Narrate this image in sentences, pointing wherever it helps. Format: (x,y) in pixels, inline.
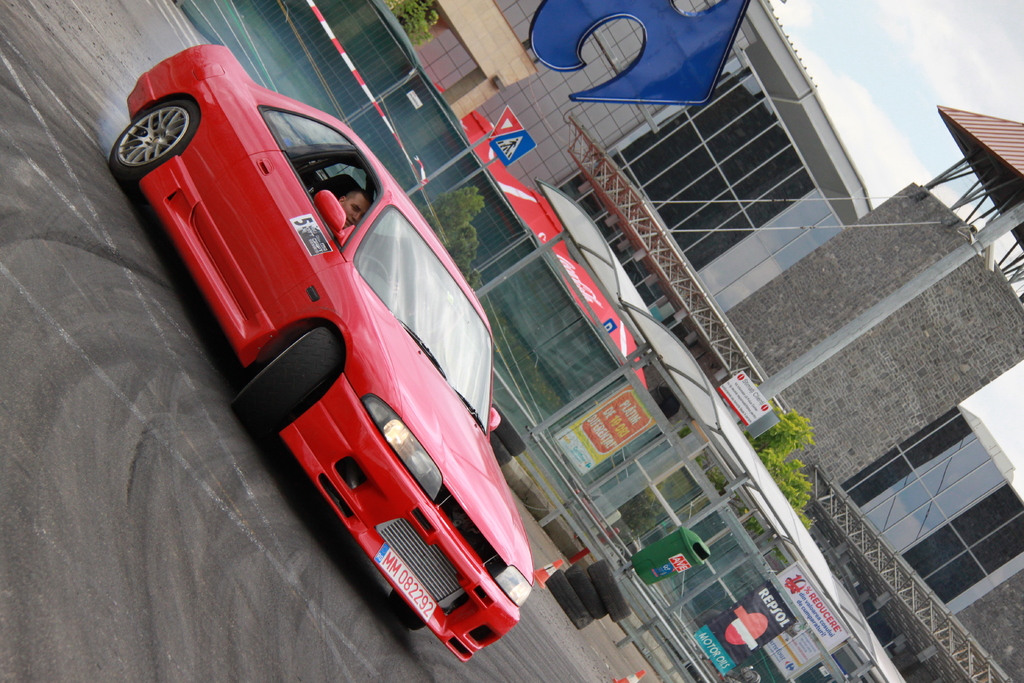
In this image, in the middle (448,447), we can see a car (437,453) which is in red color and it is also moving on the road (421,632). In the car (320,214), we can see a person (355,204) driving it. On the right side (857,294), we can see some buildings (838,544), tyres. At the top (996,50), we can see a sky (994,52), at the bottom (199,462) there is a road (146,441).
